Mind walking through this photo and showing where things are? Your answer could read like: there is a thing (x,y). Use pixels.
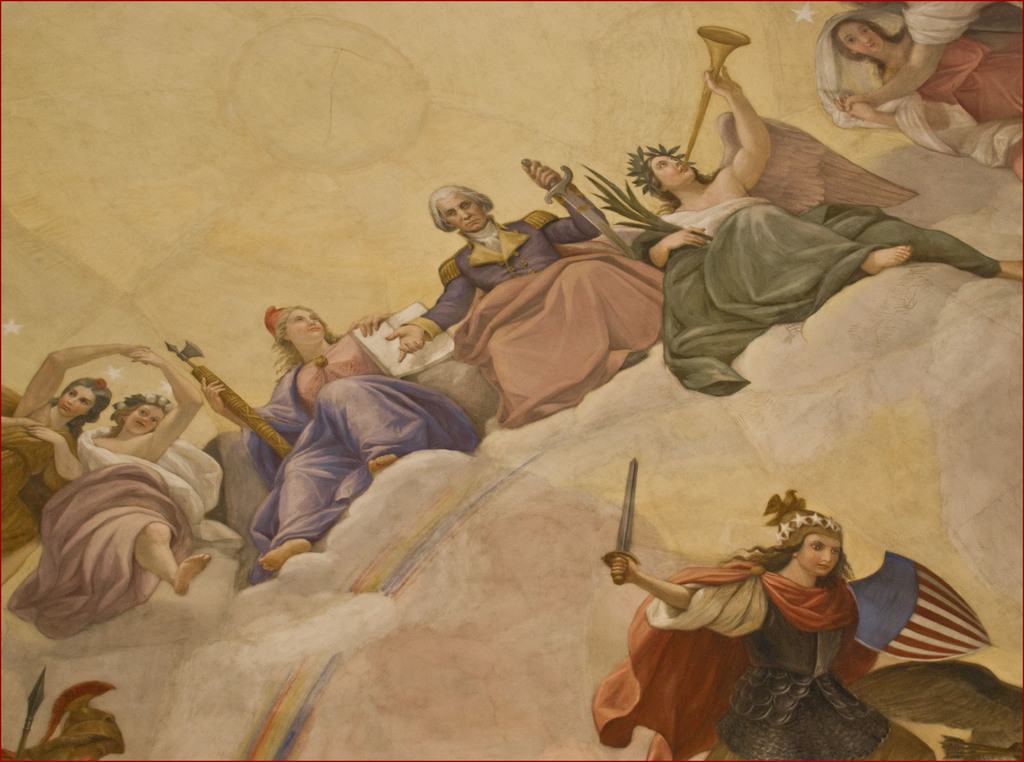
In this image there is painting (887,281) of persons (197,487) on the surface (578,604), there is a person (318,408) holding an object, there is a person (710,268) playing a musical instrument (717,73), there is a person (556,315) sitting and holding a sword (583,212), towards the right of the image (932,51) there is a person (939,64) truncated, towards the right of the image (912,33) there is a person (893,59) truncated, there are stars (13,330) in the image.
